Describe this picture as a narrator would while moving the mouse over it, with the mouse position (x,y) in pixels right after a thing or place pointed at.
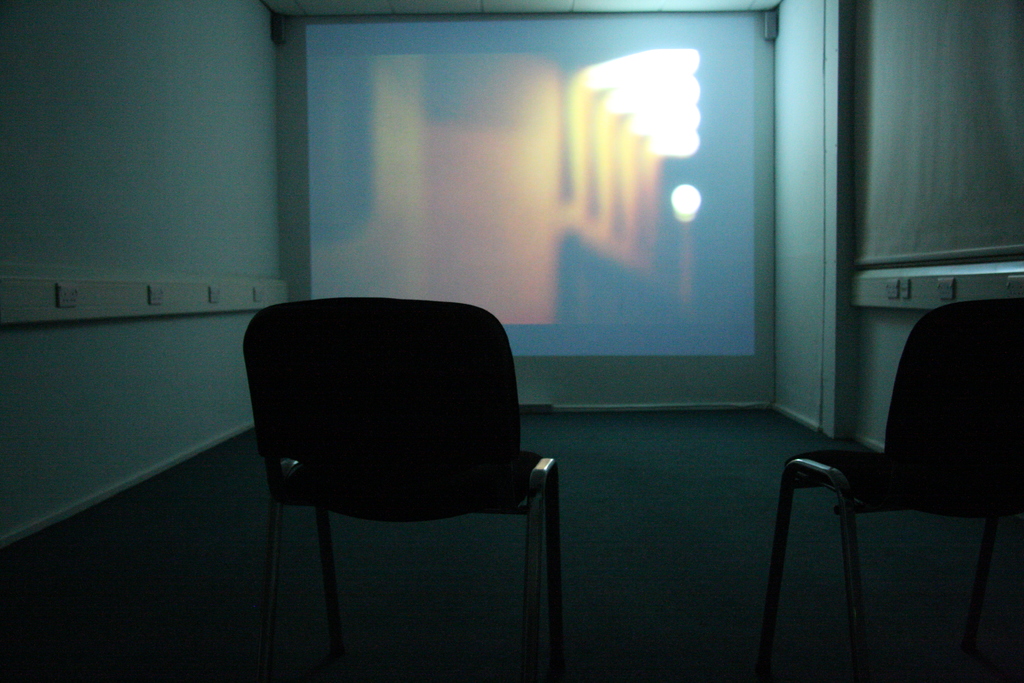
In the image there are two chairs (429,417) in the front (952,405), in the back (552,264) there is screen (523,191) on the wall (702,359) with walls (817,267) on the either side.
